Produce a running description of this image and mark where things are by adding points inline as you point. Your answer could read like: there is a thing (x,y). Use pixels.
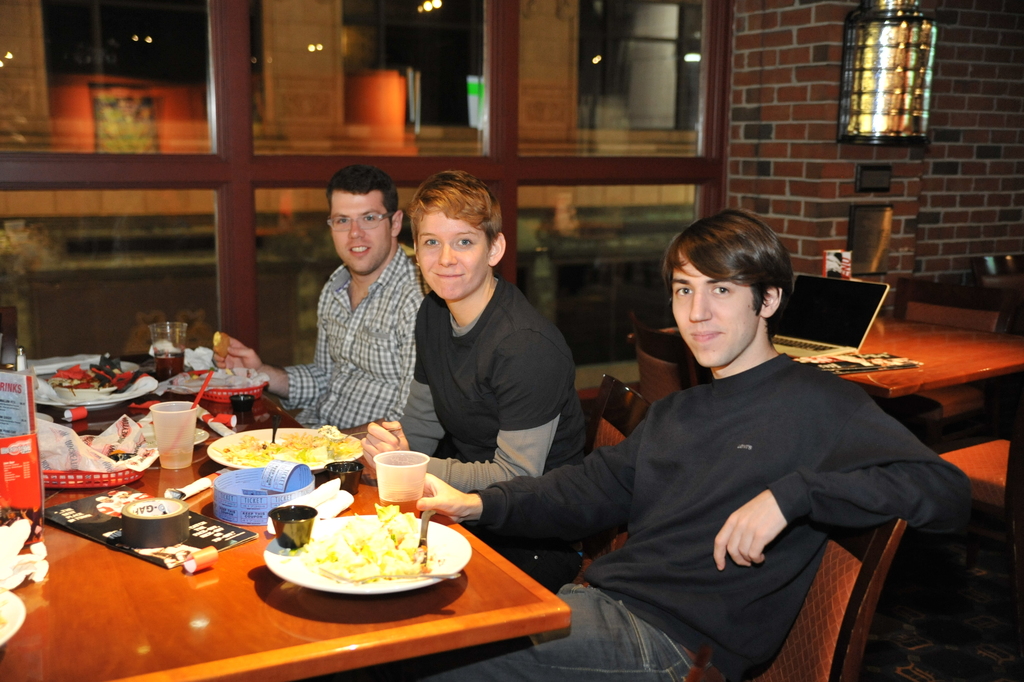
In this picture we can see three men (477,356), they are sitting on the chairs (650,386), in front of them we can see few glasses (423,467), paper (223,428), plates (360,587) and other things (207,395) on the table (209,515), also we can see food (253,456) in the plates (284,448), behind them we can find a laptop (786,331), in the background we can see few lights (699,56).
